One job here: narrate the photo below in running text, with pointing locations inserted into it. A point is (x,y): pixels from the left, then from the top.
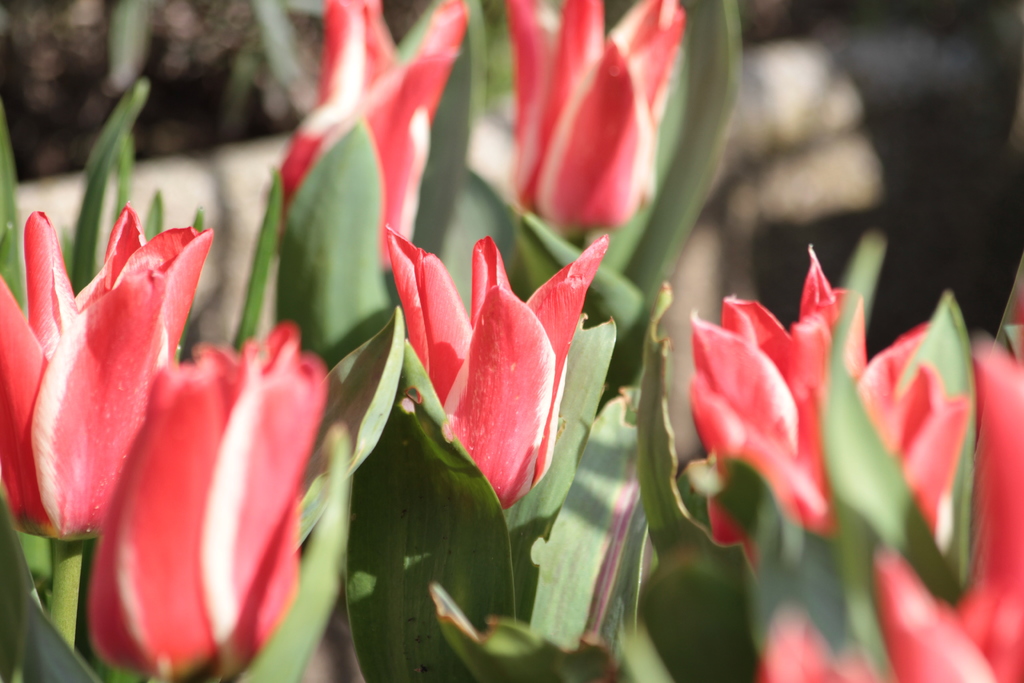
In this picture we can see plants (229,573) with red flowers (127,503) and behind the flowers (504,351) there is a blurred background (888,97).
